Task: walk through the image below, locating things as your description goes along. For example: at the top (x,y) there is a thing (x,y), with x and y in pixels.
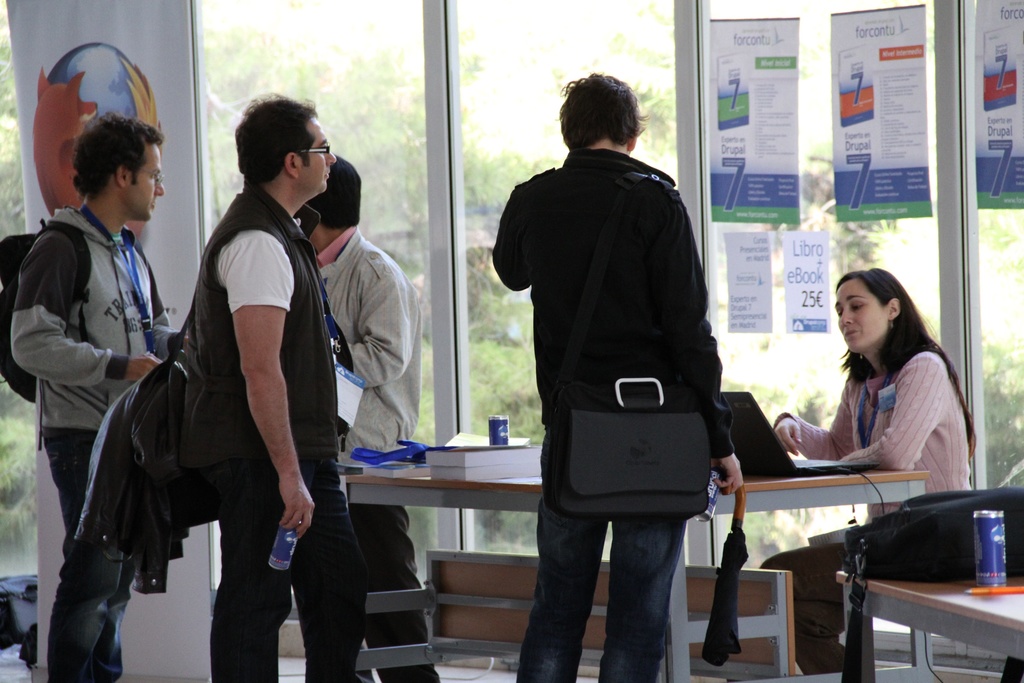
In this image there are group of people (682,333) standing, a person (813,433) sitting on the chair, there are books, tins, laptop (866,465), bag (997,505) on the tables (973,622), and in the background (752,119) there is a board (182,3), papers (712,96) stick to the glass (1020,340), trees (990,455).
